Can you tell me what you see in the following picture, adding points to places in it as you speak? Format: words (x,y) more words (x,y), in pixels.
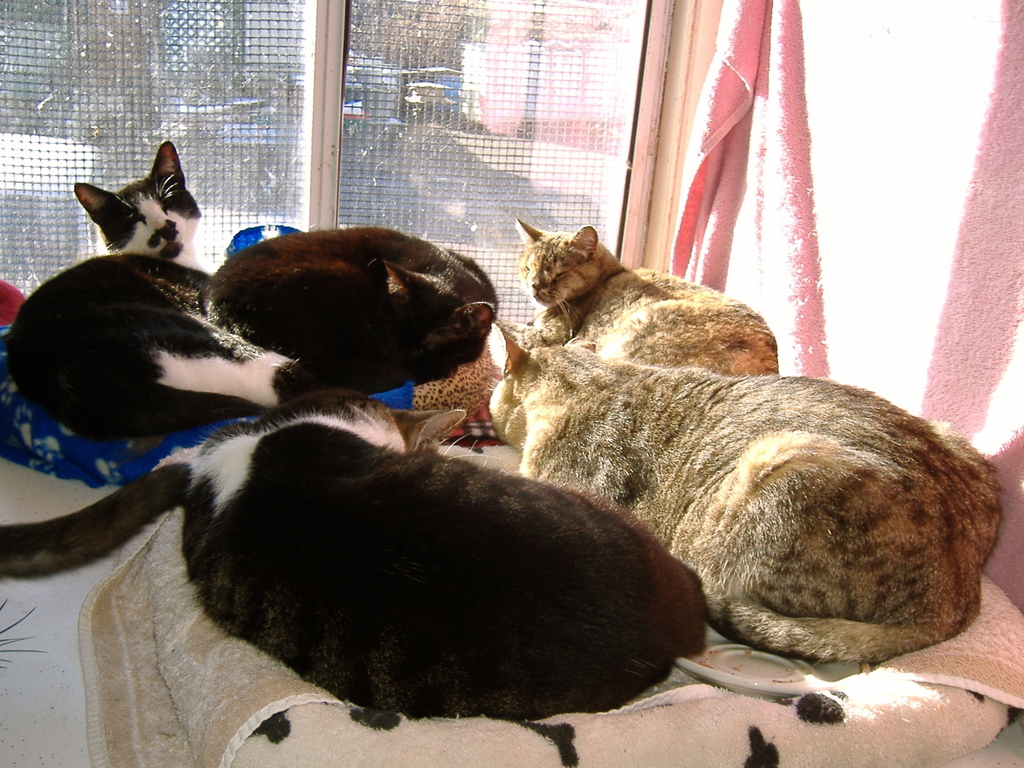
In this picture I can see few cats (369,400) are on the blankets (375,391).
